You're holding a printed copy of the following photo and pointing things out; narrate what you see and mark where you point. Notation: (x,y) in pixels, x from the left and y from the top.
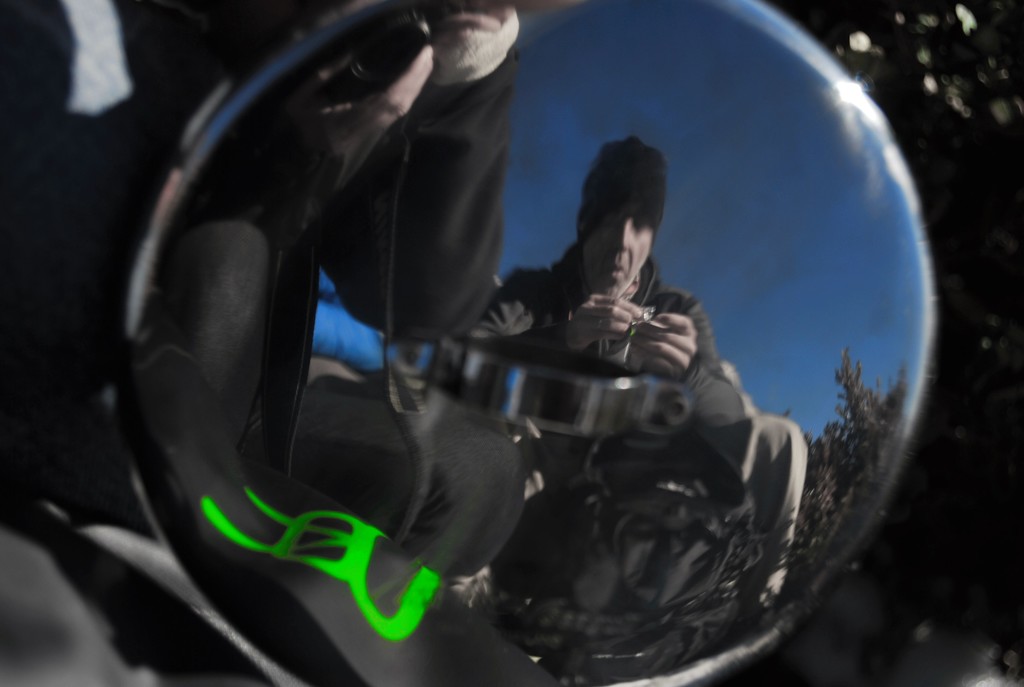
In this image we can see two persons (632,239), tree (860,434) and sky (787,200) from the mirror (772,66).
